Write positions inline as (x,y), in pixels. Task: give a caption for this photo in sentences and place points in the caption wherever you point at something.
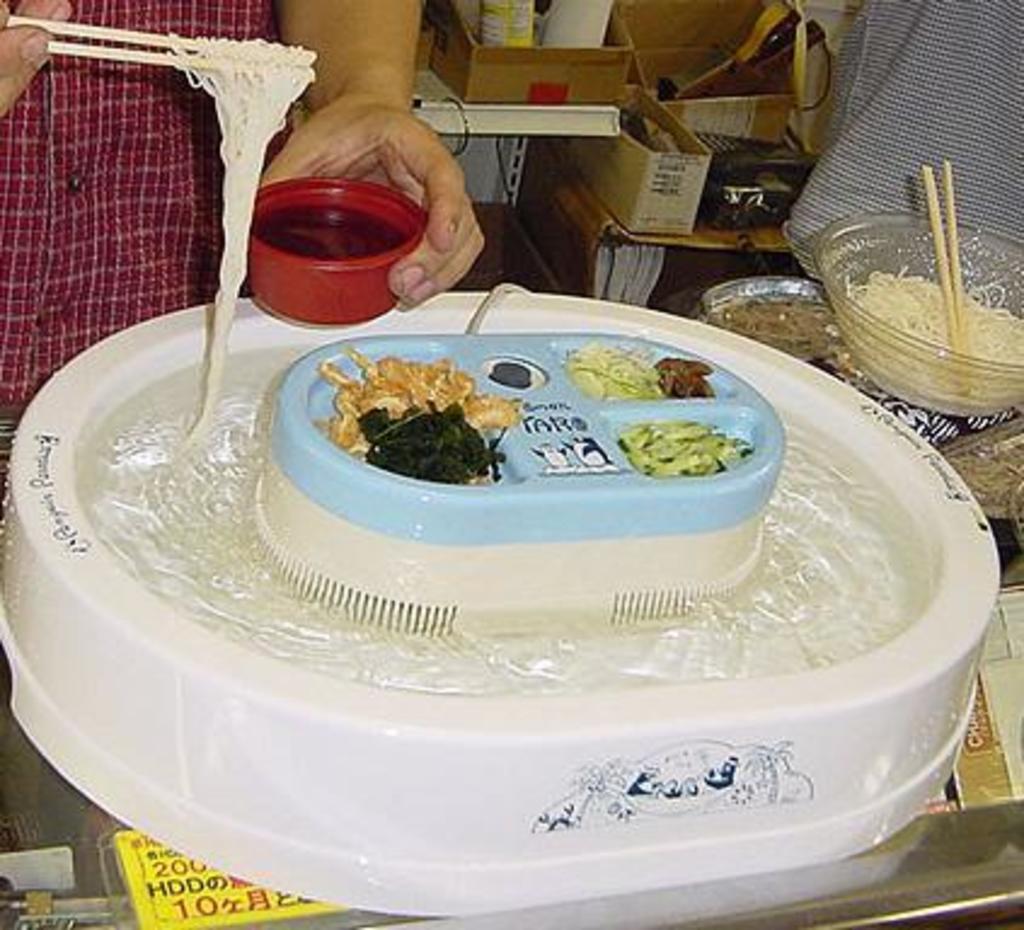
In this image there is a table (62,794) and we can see a tub (503,501), bowl (900,354), noodles (895,300), chopsticks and plates (1006,469) placed on the table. In the background (136,233) we can see a person (184,167) holding noodles (231,54) with chopsticks (71,31) and a bowl (350,268) in his hands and there are cardboard boxes (607,69). On the right (903,100) there is a cloth (900,126).
